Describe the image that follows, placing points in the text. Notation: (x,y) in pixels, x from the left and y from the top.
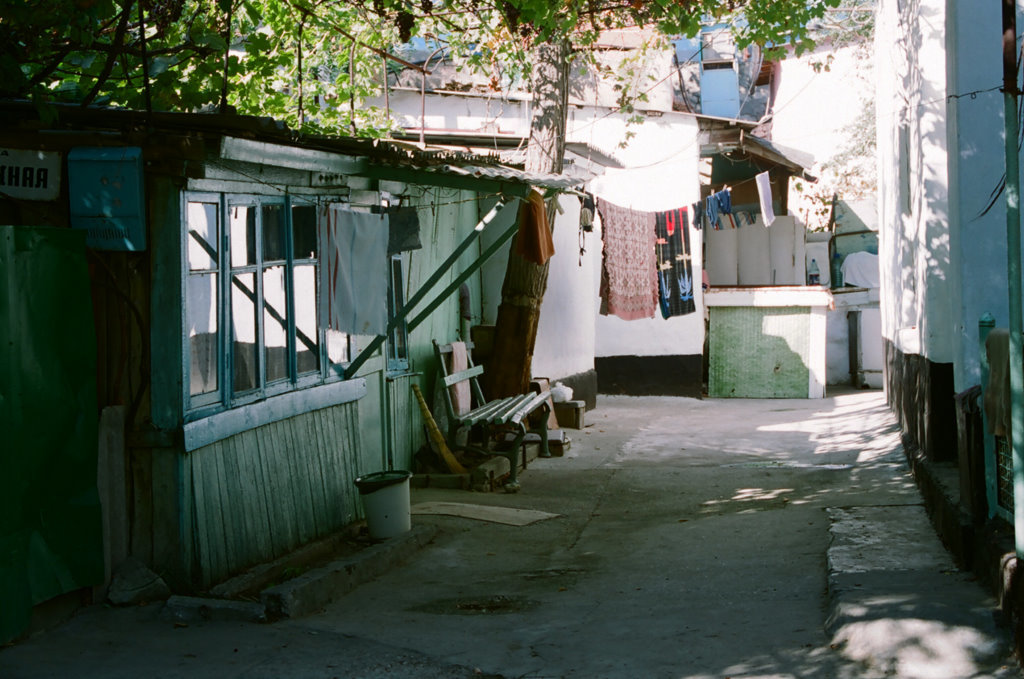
On the right side of the image (933,218) there is a wall (914,274), in front of the image there is pavement (547,520), beside the pavement (579,491) there is a wooden house (239,284) with glass windows (194,310), in front of the house (410,444) there is a trash can (401,479) and a wooden bench (497,406) and there are clothes (518,241) hanged with the rope (689,204), behind that there are trees (566,103) and there are other buildings (825,103) and there is a name board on the building (328,154).
